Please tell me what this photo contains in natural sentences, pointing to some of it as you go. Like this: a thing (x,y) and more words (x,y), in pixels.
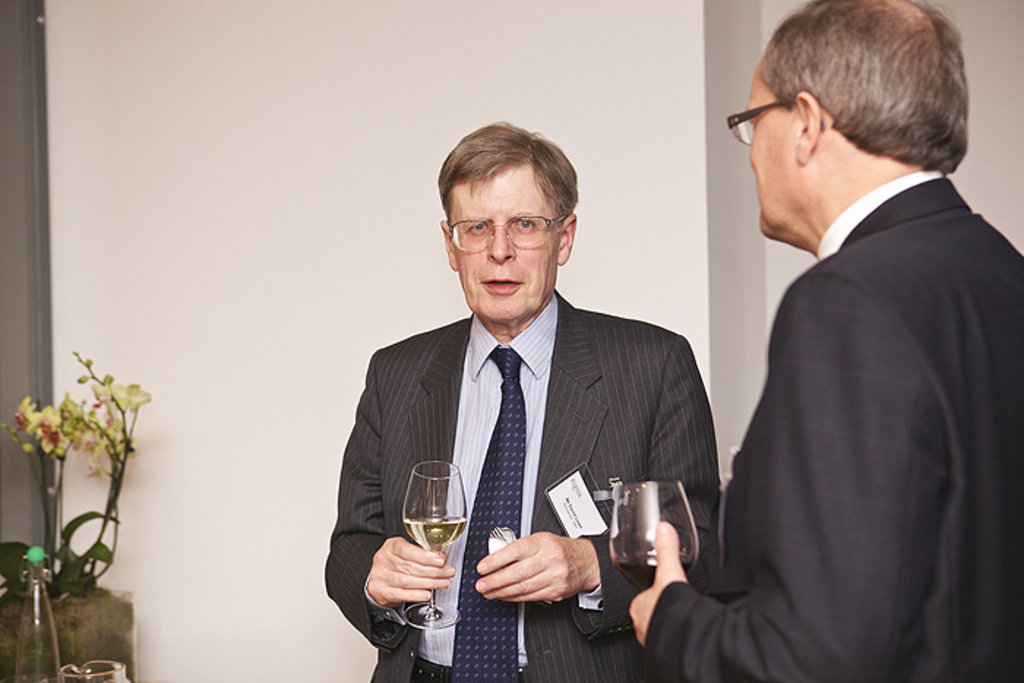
On the right side of this image (807,317) I can see two men (857,434) are wearing suits (698,417), standing and holding wine glasses (649,555) in their hands (673,528). On the left side (52,632), I can see a bottle (48,602) and a flower vase (65,455). In the background (277,144) there is a wall (267,173).
